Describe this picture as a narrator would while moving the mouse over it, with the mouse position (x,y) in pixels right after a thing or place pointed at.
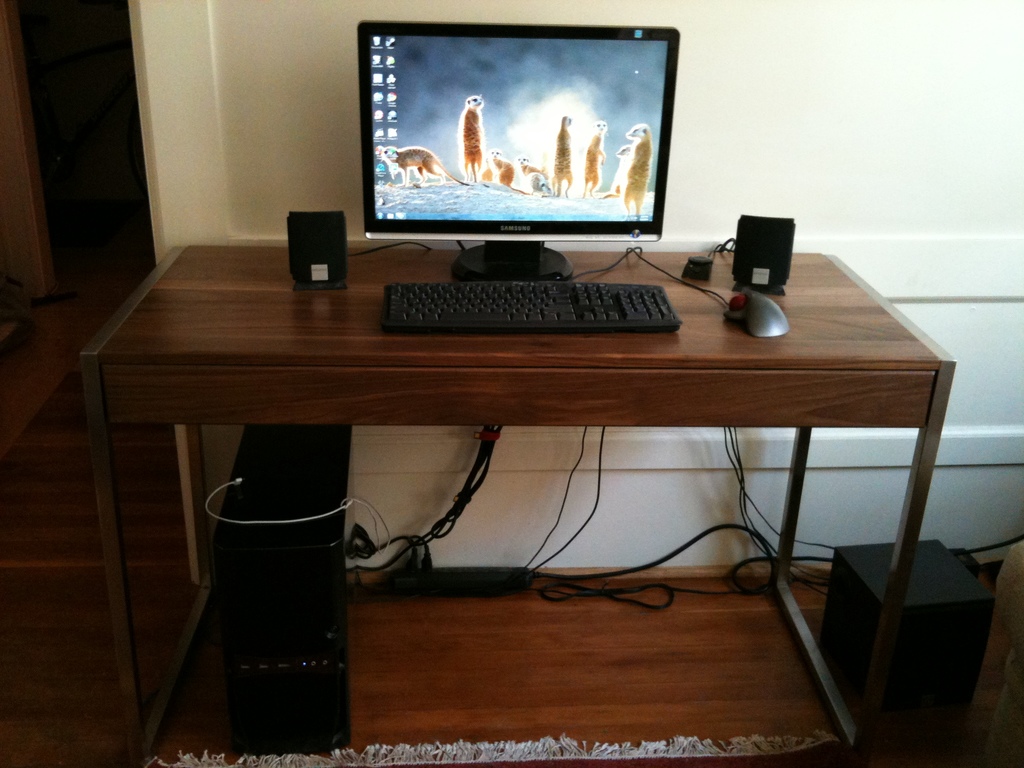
in this image i can see a table (556,380) on which there is a computer (519,162), keyboard (505,300), two speakers (310,218) at the right (773,254) and left and a mouse (760,303). below that there is CPU (295,683) and wires (622,570). behind that there is cream color wall (788,139).
